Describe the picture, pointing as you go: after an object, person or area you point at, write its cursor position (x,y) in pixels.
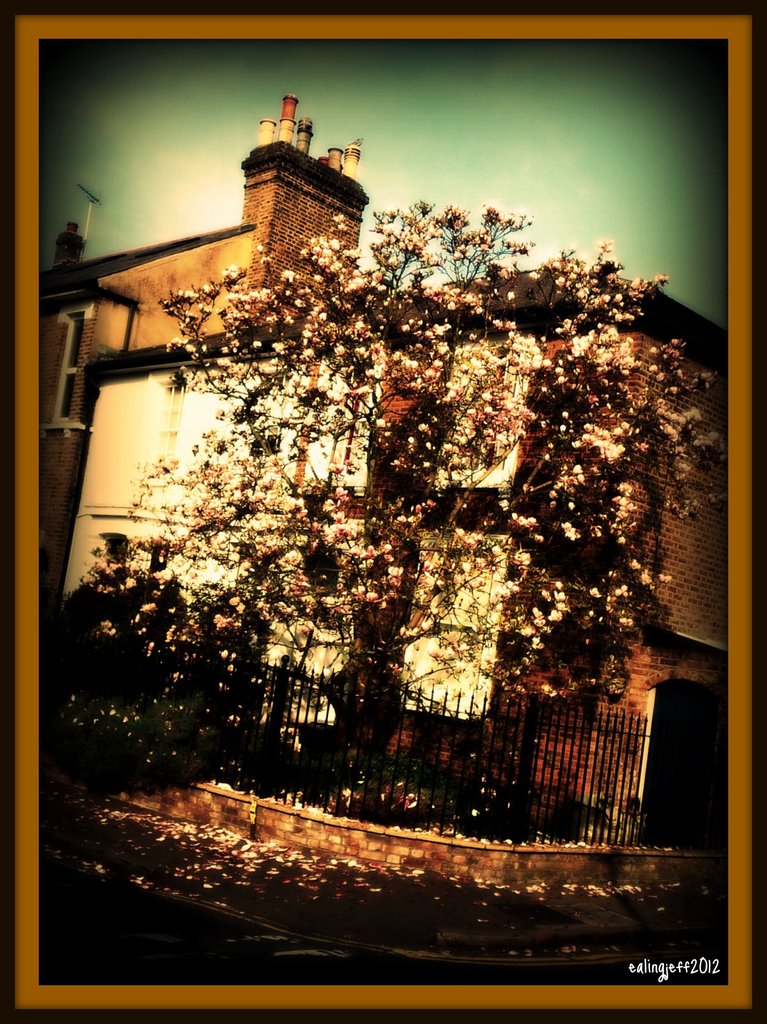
This is an edited picture. I can see a house (55,619), there are trees (74,610), iron grilles (260,754), and in the background (469,181) there is sky (430,149) and there is a watermark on the image.
